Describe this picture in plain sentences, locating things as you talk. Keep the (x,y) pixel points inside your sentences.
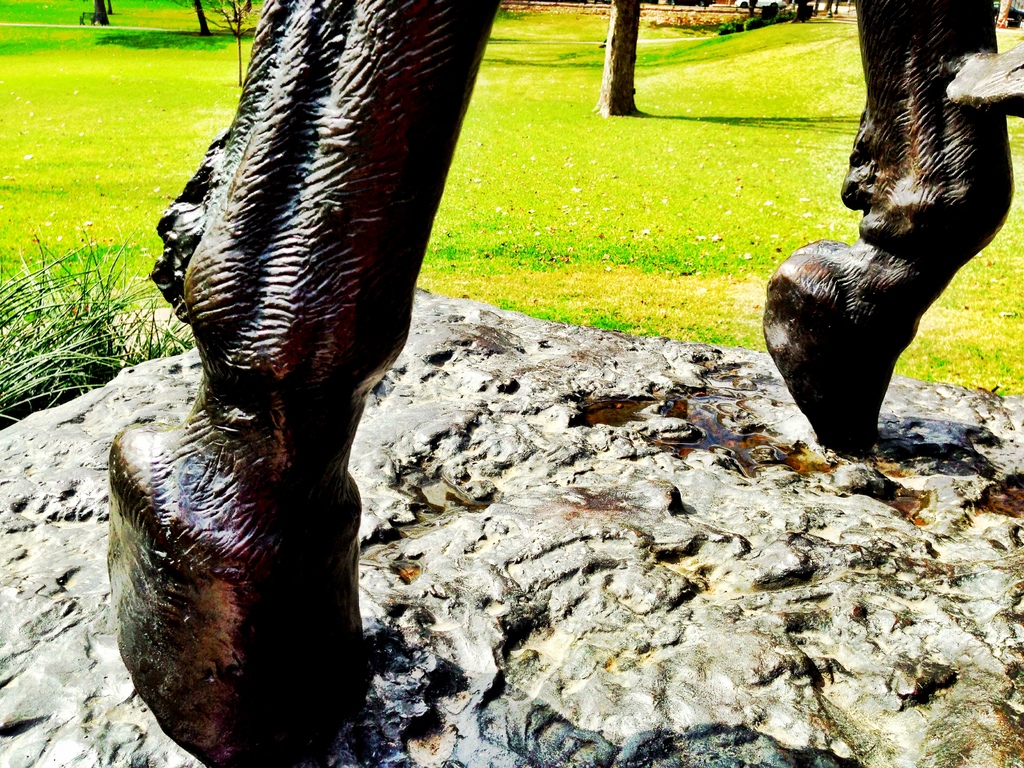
It looks like a statue (359,3) of an animal (416,50). On the left side (47,346) there is the grass (41,332) in this image.
